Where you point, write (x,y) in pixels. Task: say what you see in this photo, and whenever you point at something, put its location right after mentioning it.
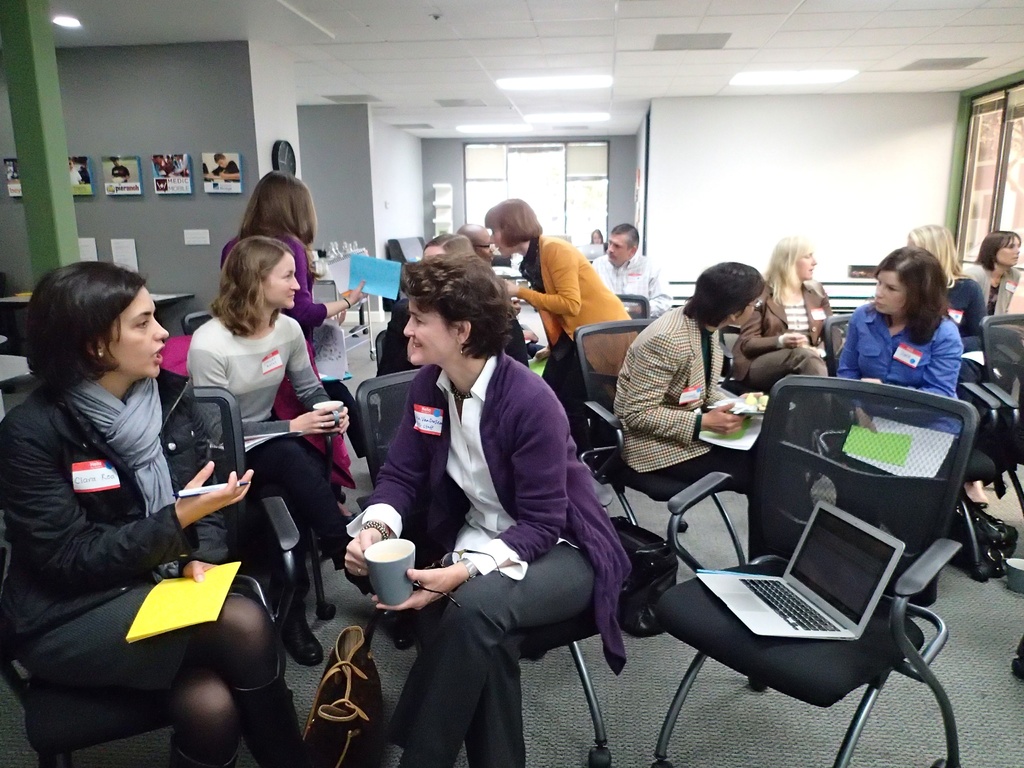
In this image, group of people (159,478) are sat on the chair (285,592). Few are holding some papers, some items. Few are talking with the others, few are smiling. The background (792,190) we can see white color wall (670,152), windows (603,195), some photo frames (115,190), green pillar (57,205), tables (159,298), few items (323,256) are placed on it. The bottom, we can see a bag (353,715) and right side (803,620) there is a laptop (792,612).
